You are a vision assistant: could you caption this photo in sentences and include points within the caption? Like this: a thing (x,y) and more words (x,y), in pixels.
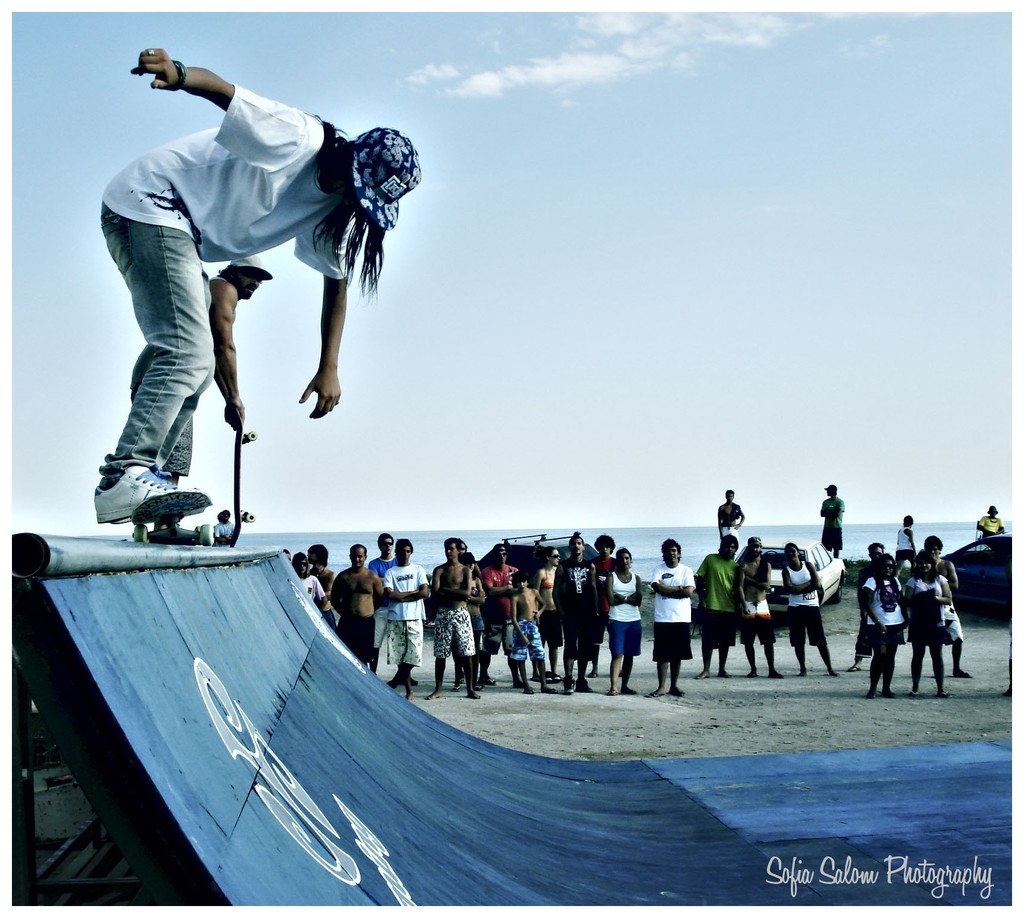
In this image on the left (251,239), there is a man (207,352), he wears a t shirt (260,172), trouser (153,405), shoes (136,496) and cap (389,153), he is skating and there is a man (235,397). At the bottom (428,798) there is skating rink (410,803) and text (814,887). In the background (939,656) there are many people (760,548), sand (614,721), vehicle (520,550), water (444,545), sky (573,277) and clouds (575,61).
